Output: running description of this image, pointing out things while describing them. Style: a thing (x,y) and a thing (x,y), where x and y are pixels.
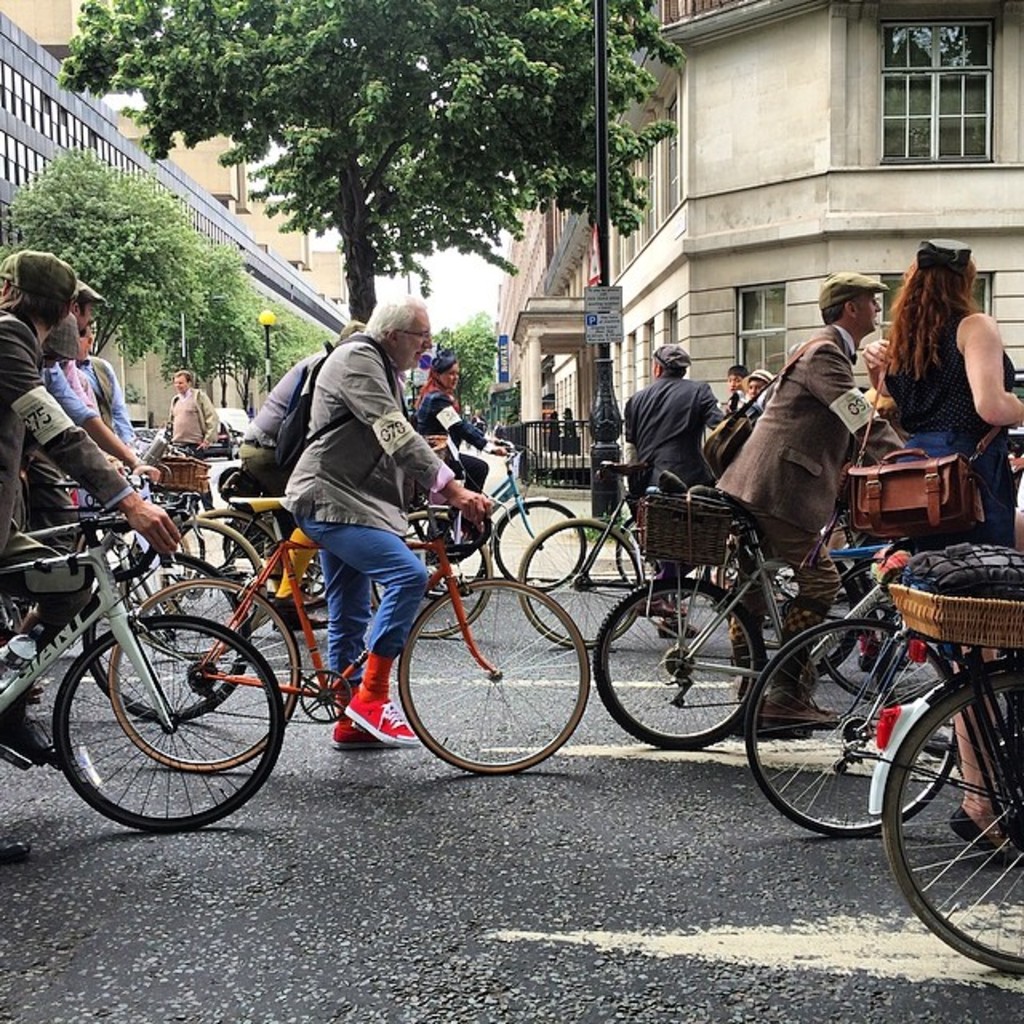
In this picture we can see there is a group of people (418,582) riding the bicycles (48,662) on the road (147,847). Behind the bicycles (190,501) there is a person (182,427), poles (600,218), iron grilles (526,437), trees (185,278) and buildings (546,215). Behind the buildings (626,339) there is the sky (454,298).
